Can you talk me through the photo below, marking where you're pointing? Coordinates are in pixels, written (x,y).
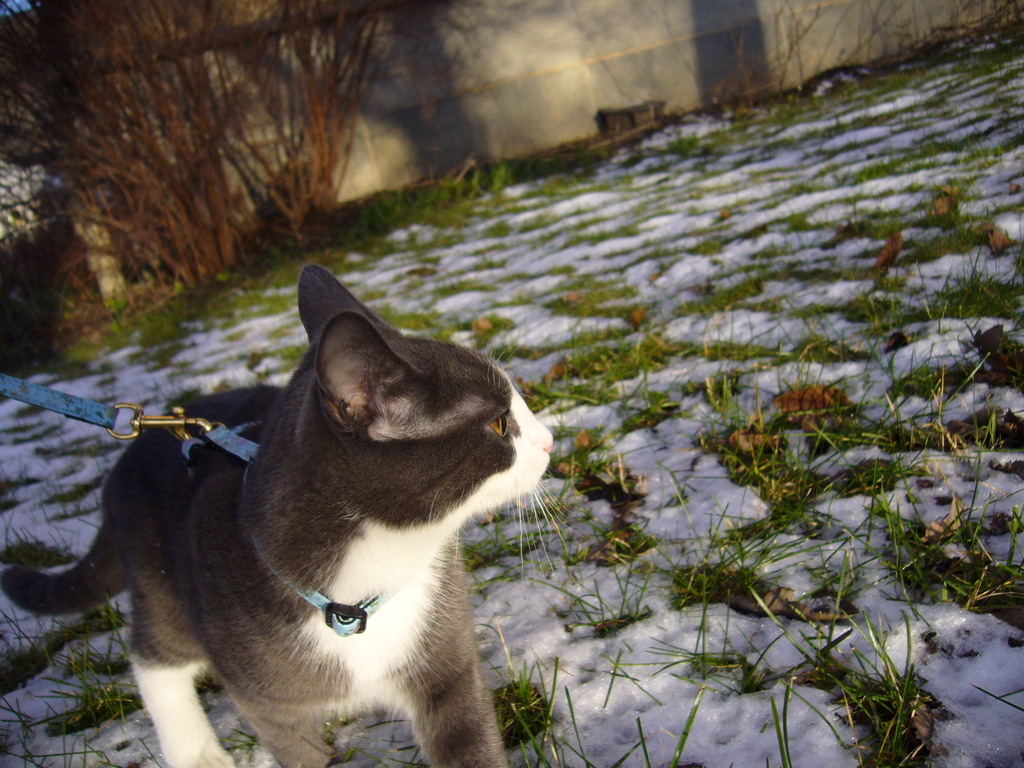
In this image I can see a grey and white colour cat (341,576) is standing in front (300,496). I can also see a blue colour belt (41,385) on left side of this image (108,425). In the background (363,105) I can see few plants (247,92), the wall (404,71) and on ground (536,224) I can see grass (828,666) and snow (576,253).
